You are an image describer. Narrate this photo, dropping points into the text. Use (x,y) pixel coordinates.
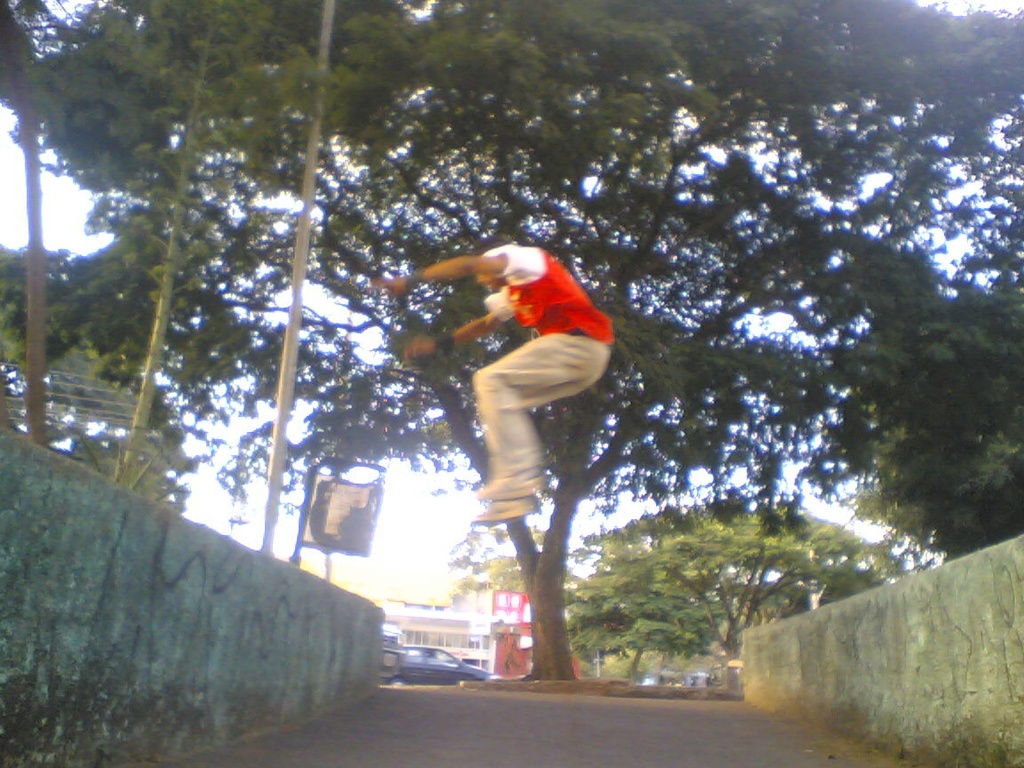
In this image, I can see a person (573,287) jumping. These are the walls (956,692). This looks like a pathway (518,756). I can see the trees (679,436) with branches (753,584) and leaves (677,505). This looks like a car (423,657). In the background (429,637), I can see a building (454,614). These are the poles (277,461).
